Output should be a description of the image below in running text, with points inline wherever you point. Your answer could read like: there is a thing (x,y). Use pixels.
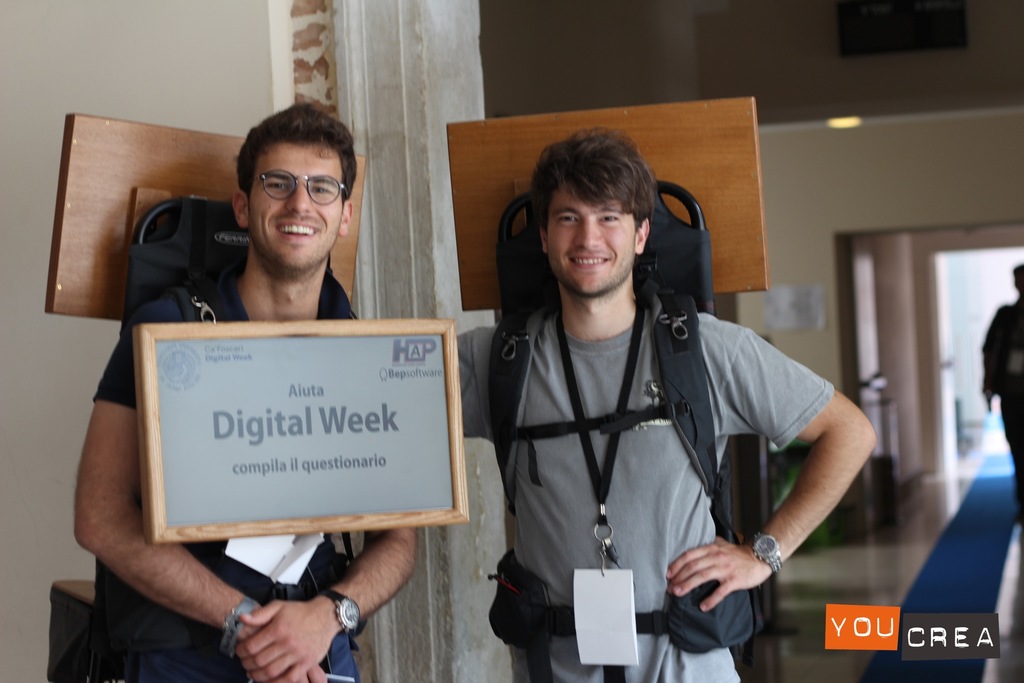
In this picture I can see two persons (552,258) standing and smiling, and in the background (1011,301) there is another person (990,403) standing, there are some other objects (742,635), and there is a watermark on the image.
